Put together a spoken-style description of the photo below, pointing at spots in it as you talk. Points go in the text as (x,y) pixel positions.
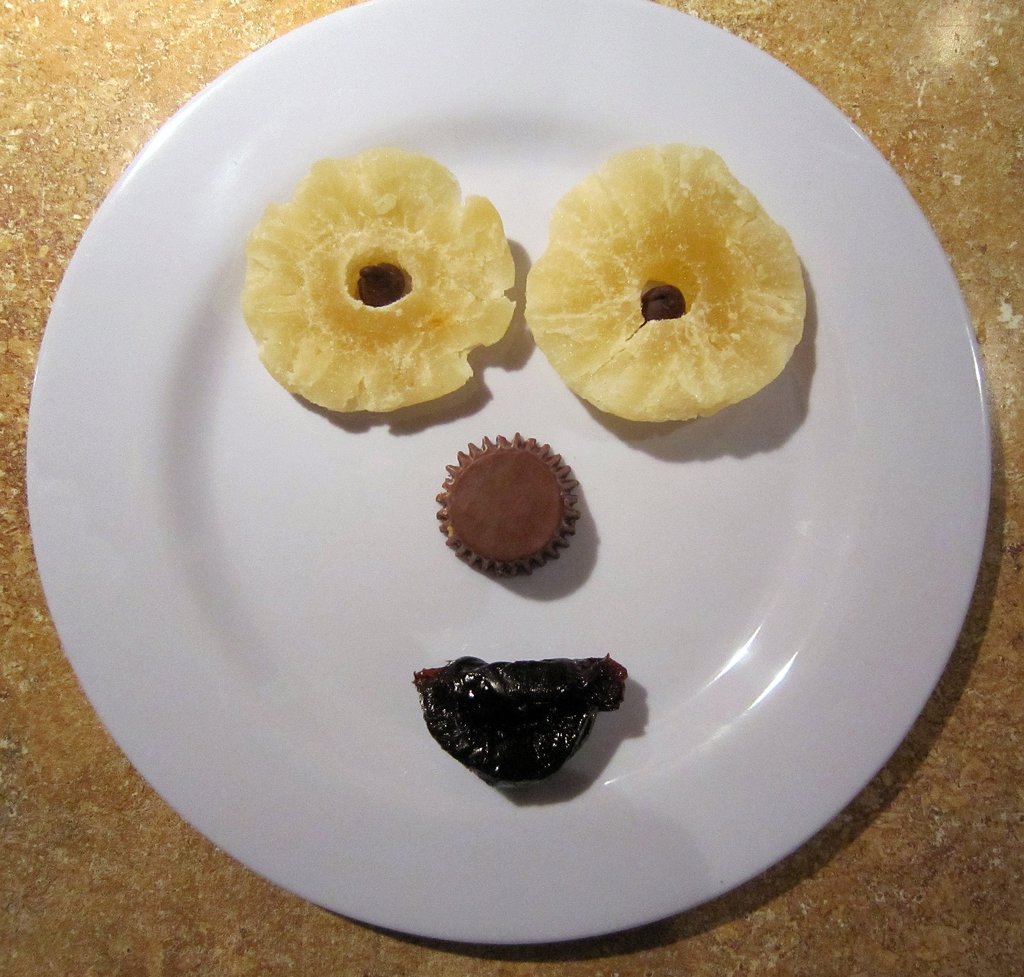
In this picture I can see there is a plate (789,606) and there is some food (479,306) placed in it. It is placed on a surface (95,892) of the floor (95,892).
